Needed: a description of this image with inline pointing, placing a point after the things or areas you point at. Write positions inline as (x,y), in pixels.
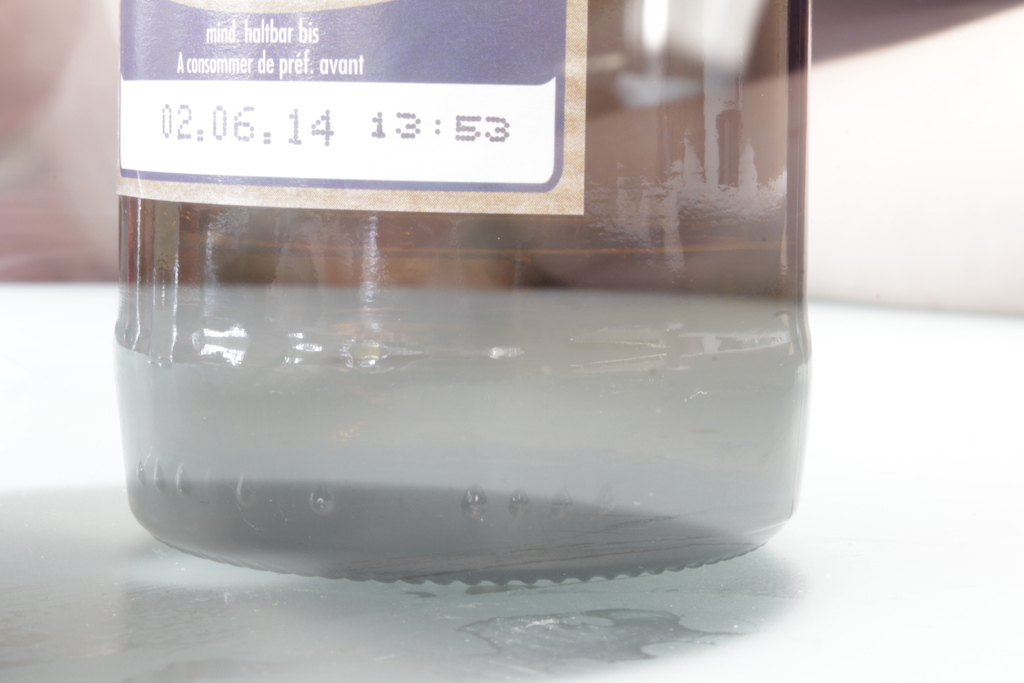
In this image i can see a glass bottle (477,288).
